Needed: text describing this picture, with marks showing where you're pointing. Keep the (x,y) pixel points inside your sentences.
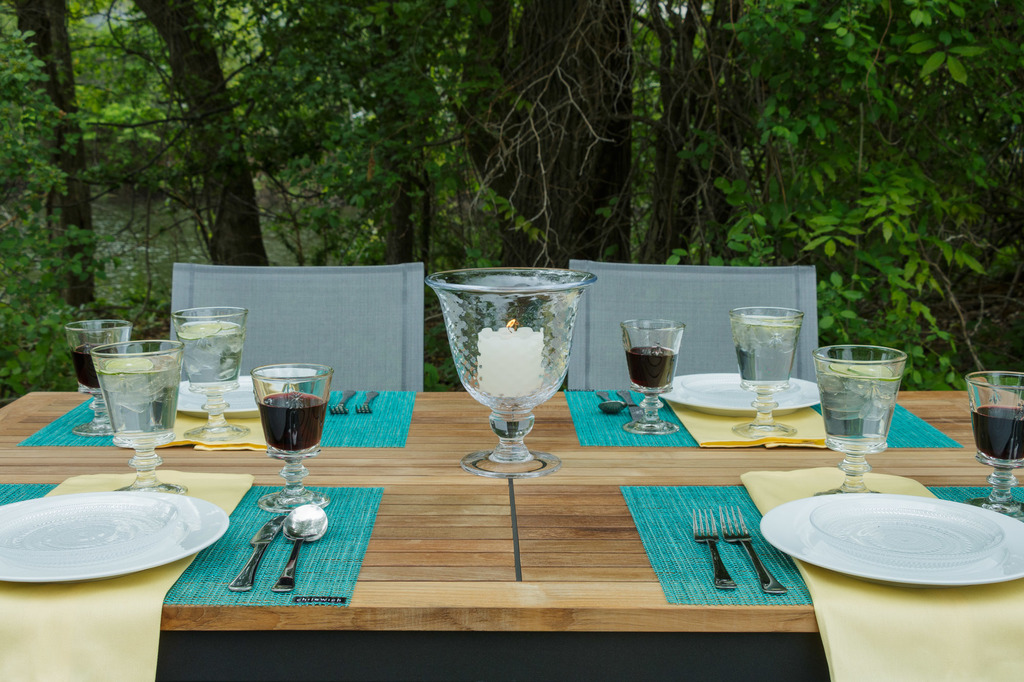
This picture shows a wooden table (518,563) consisting of glasses (305,424) of some drinks (304,424) and cloth (153,661) there is a plate (104,539) here we can see spoons (303,533) here and fork (741,523) here and also we can see two chairs (329,350) and in the background (573,146) we can see some of the trees (453,117).
